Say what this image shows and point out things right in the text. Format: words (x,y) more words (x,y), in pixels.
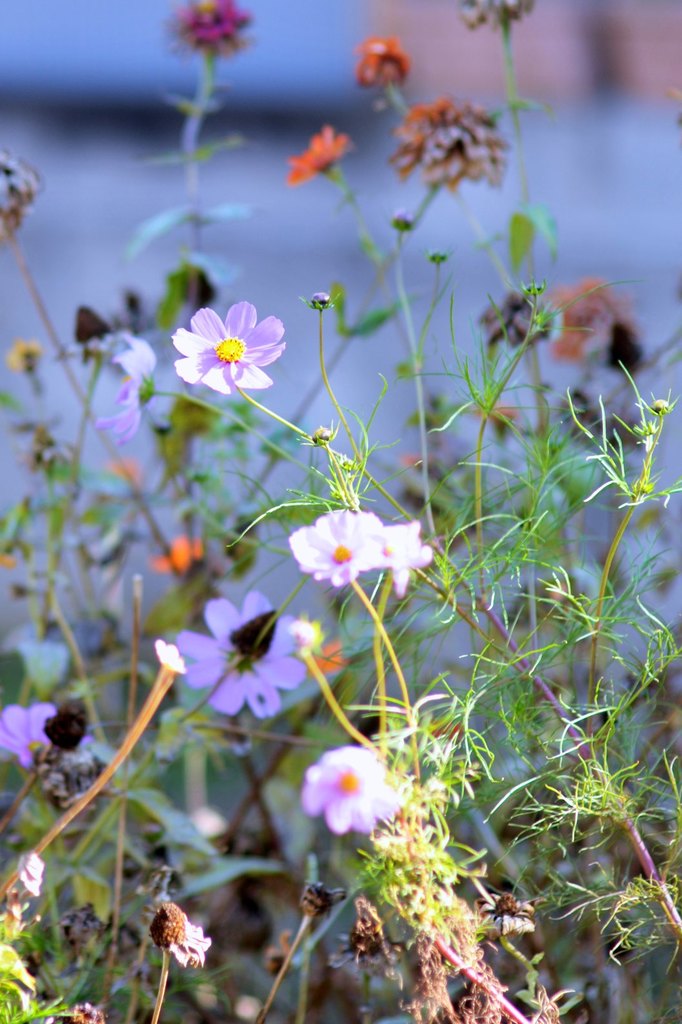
In this image we can see flower plants (388,750). The background (674,103) is blurry.
